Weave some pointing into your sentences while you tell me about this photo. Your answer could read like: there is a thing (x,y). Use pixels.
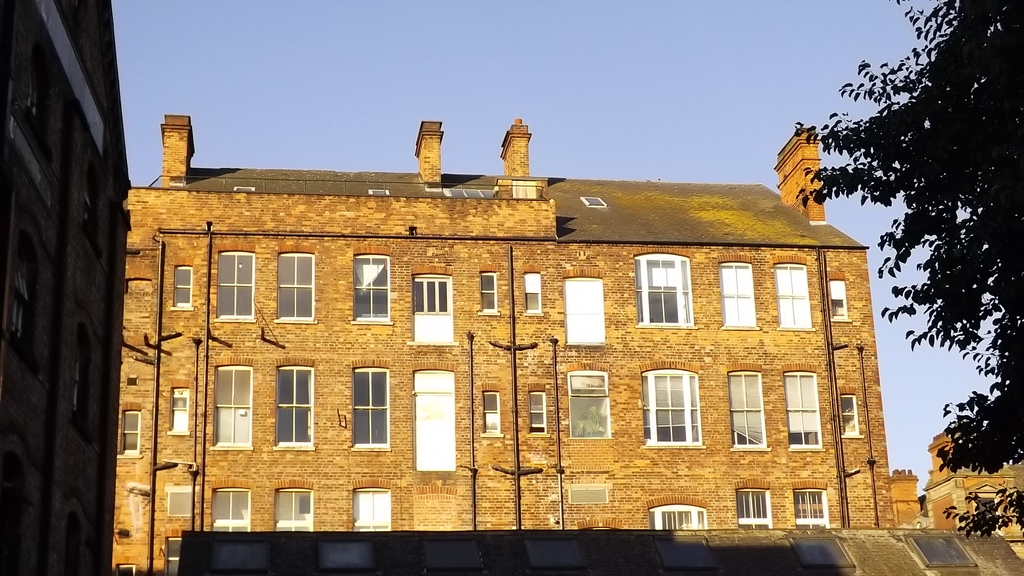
In this picture, we can see a few buildings (719,422) with windows (597,414), and we can see some object (194,546) in the bottom side of the picture (632,545), tree (1023,225), and the sky (720,99).
